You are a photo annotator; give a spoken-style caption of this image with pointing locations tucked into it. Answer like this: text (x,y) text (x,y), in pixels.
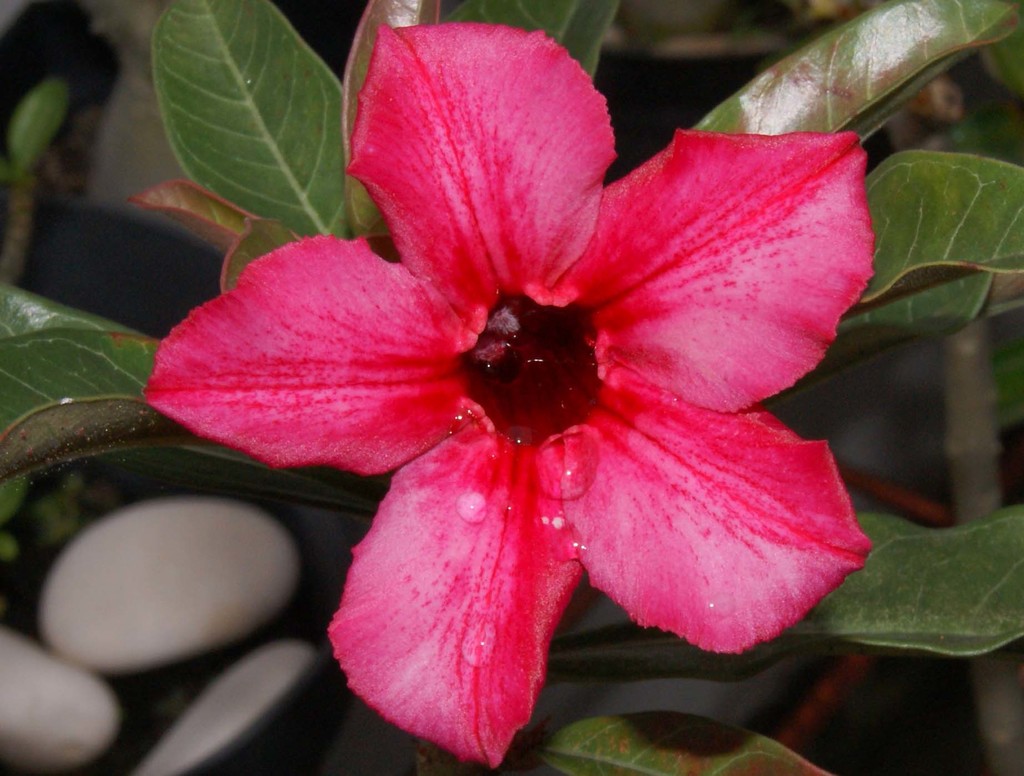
In this image I can see a pink color flower (348,340) to the plant (925,532). And there is a blurred background (20,110).
